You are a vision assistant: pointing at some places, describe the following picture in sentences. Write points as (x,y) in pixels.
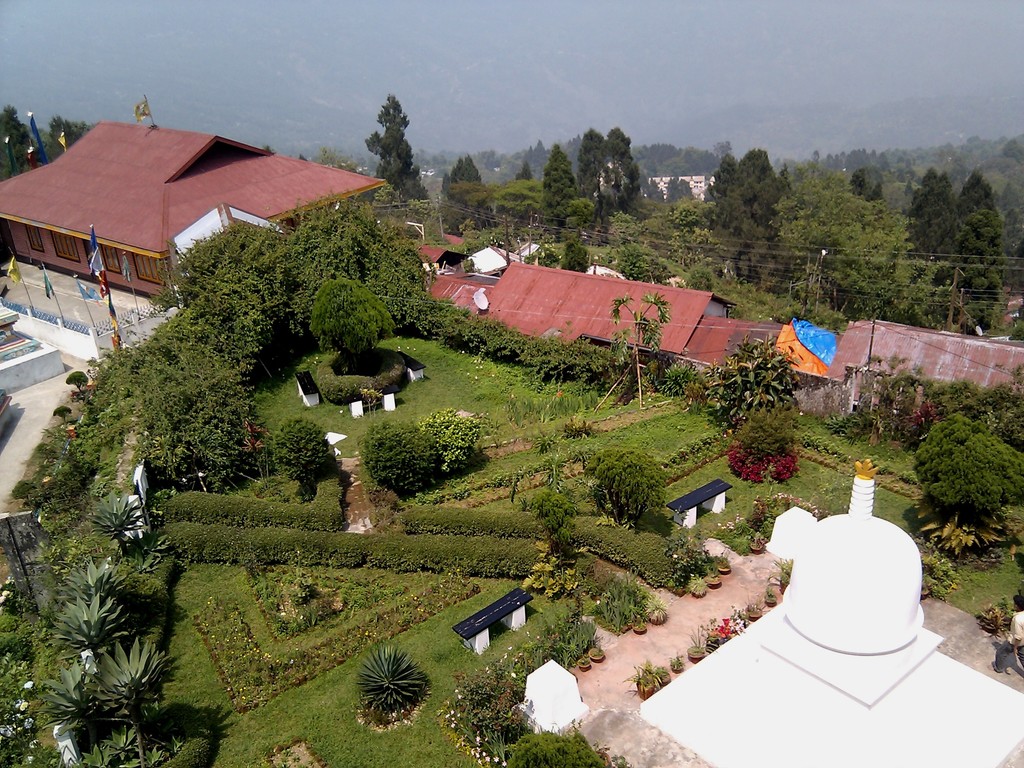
There are grass lawns (352,446), trees (309,451) and plants (458,569). On the grass lawn (284,410) there are benches (473,625). Near to that there are buildings (488,249). On the left side (24,321) there is a wall (37,323). Near to the wall (69,350) there are flags (94,262) with poles (56,301). On the right side (799,634) there is a white color structure (839,635). In the background (583,211) there are trees (845,254) and it is looking foggy.
